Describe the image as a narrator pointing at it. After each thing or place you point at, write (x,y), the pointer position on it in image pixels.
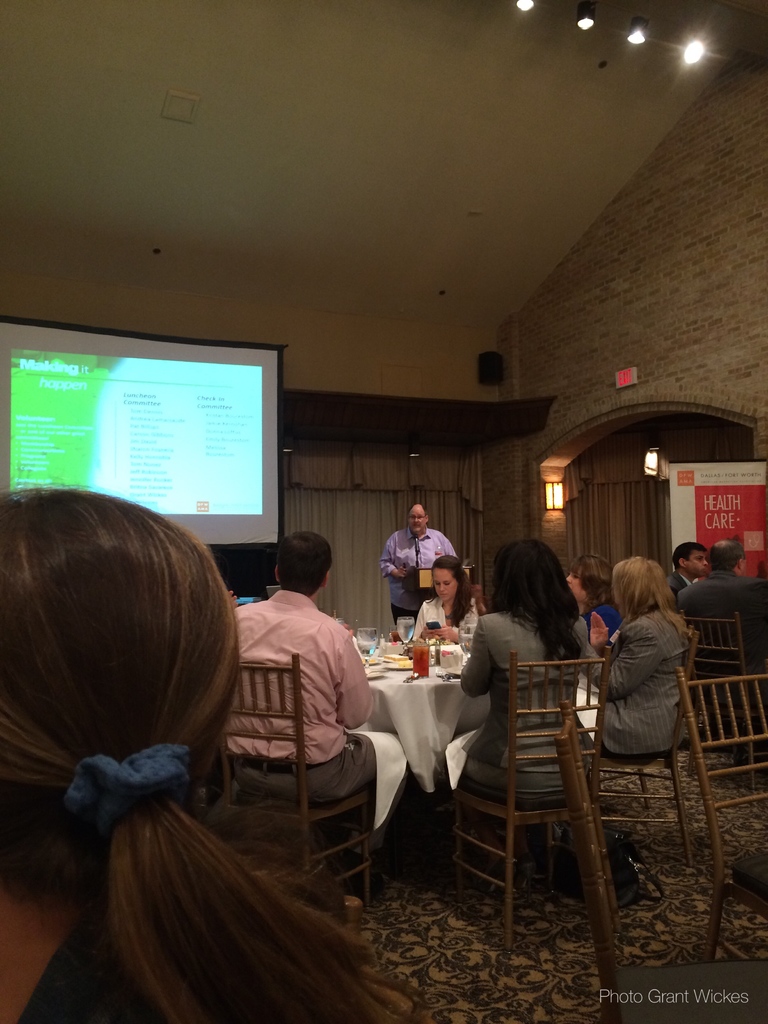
In this image i can see a group of people (346,763) sitting on chair (562,712) there are few glasses (404,636), plates (395,657) on a table (391,676) at the back ground (248,420) i can see screen (272,434) at the top (699,56) i can see a light (697,58).
